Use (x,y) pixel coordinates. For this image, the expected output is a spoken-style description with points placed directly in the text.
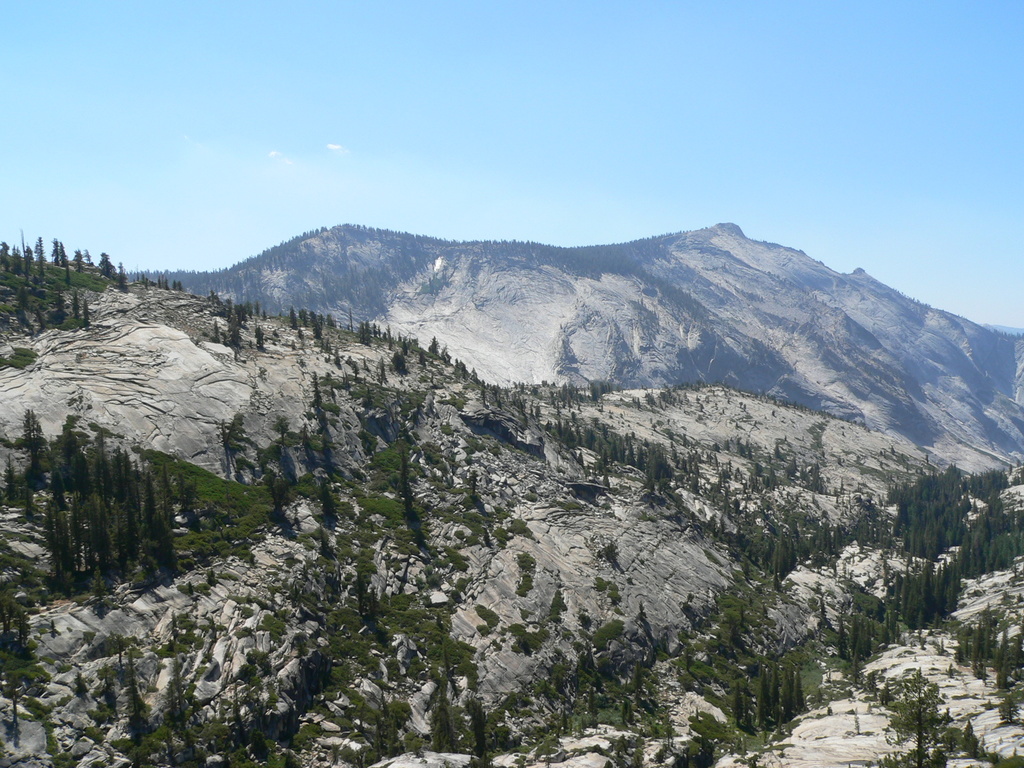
At the bottom (474,522), we see the hills (554,592) and the trees (747,713). There are trees (537,253) and the hills (628,280) in the background (514,282). At the top (419,141), we see the sky (512,141).
